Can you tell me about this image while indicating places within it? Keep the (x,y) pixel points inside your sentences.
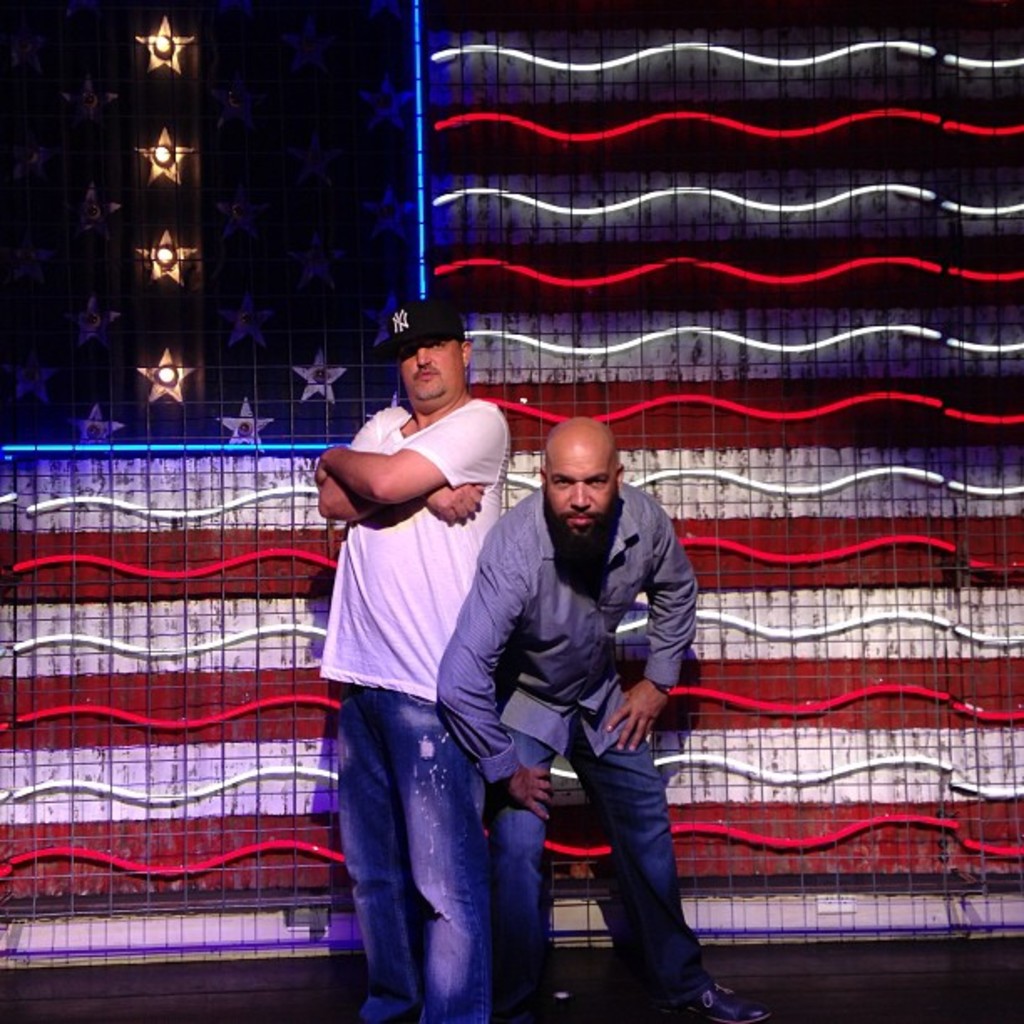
In this image, we can see two men (497,629) standing and we can see some lights (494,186).
